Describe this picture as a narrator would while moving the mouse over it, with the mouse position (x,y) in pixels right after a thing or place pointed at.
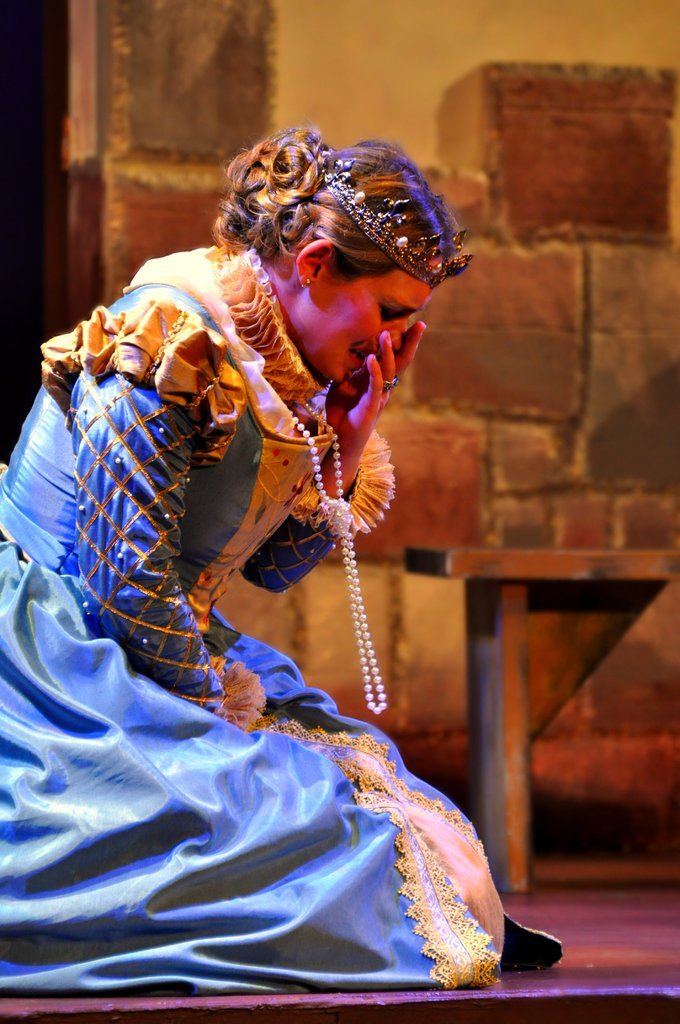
This is a zoomed in picture. In the center (351,348) there is a woman (218,358) wearing blue color dress (206,523) and seems to be sitting on the ground (676,983). In the background (527,459) there is a wall (562,208) and some other items (482,681).
